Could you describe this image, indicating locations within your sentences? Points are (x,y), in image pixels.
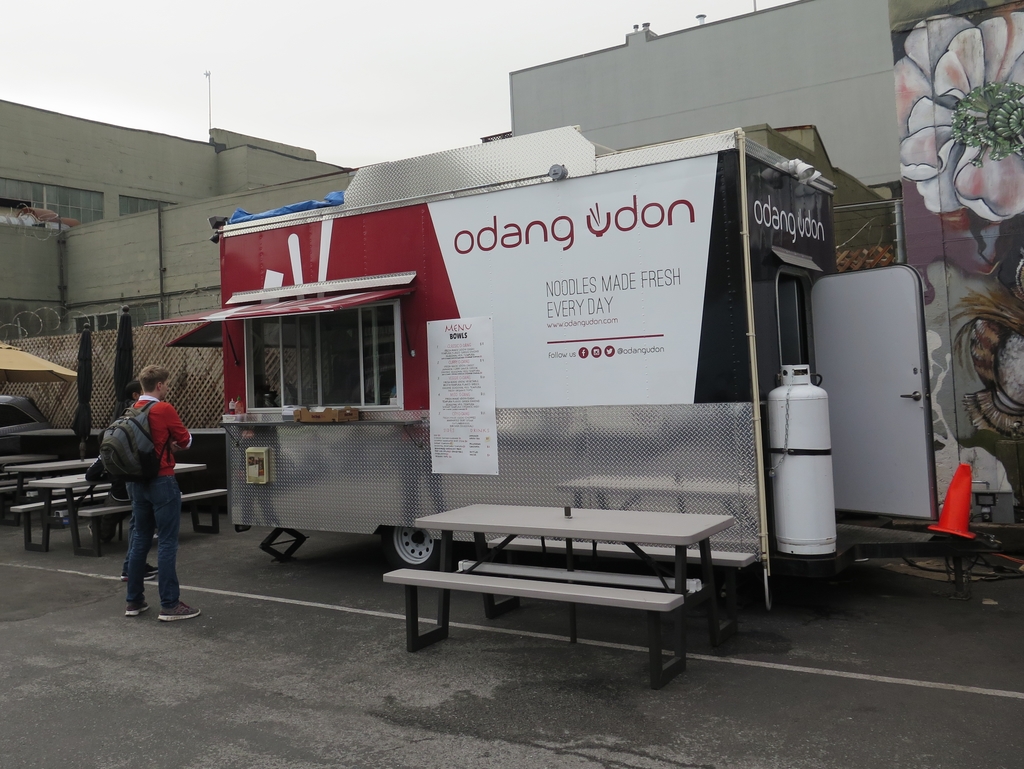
In the image we can see there is a man (168,608) who is standing and he is carrying a backpack (125,456) and in front of him there is a food truck (622,327).
